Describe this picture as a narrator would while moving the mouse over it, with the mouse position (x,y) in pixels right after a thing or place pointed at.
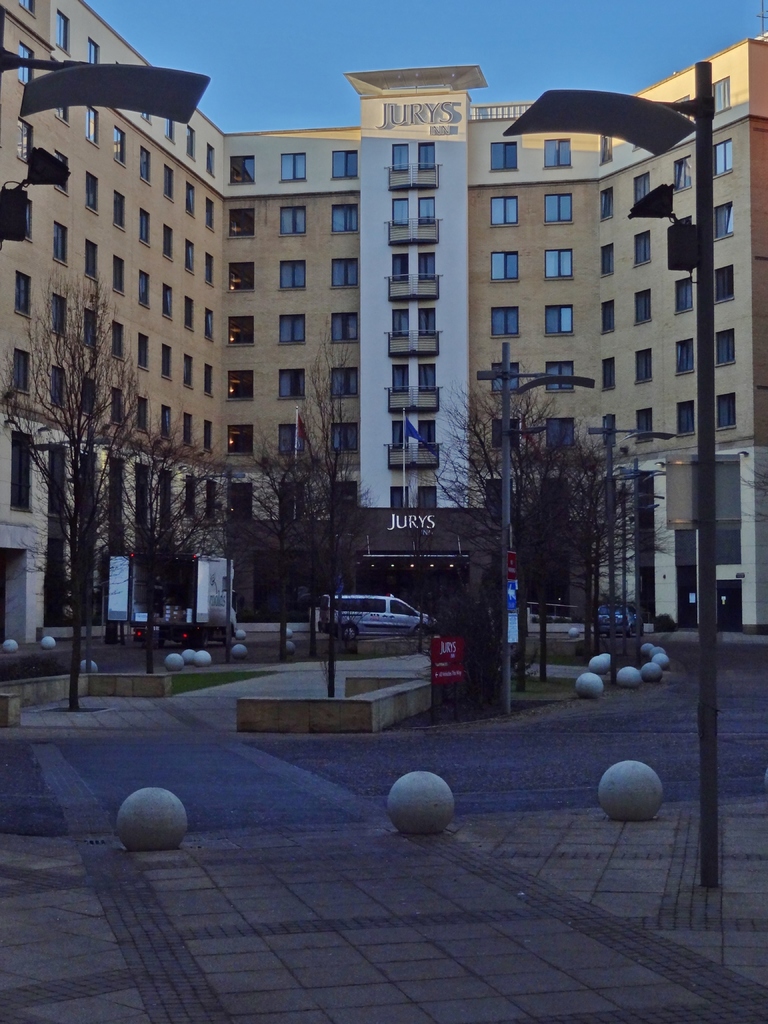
In the picture I can see the road (458,805), poles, trees (489,587), a vehicle (234,622) on the road (60,752), we can see boards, buildings (746,275), a flag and the blue sky (646,13) in the background (674,32).
